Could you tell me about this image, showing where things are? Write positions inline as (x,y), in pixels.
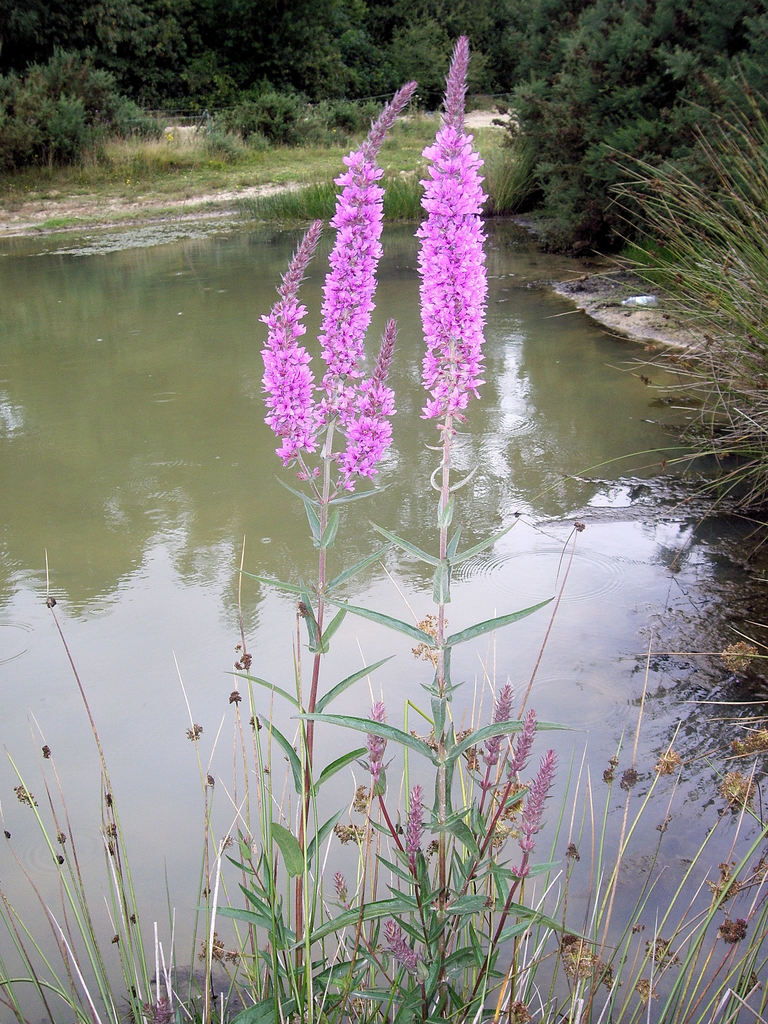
In this image we can see plants (523,742) with flowers (458,320). In the background (72,512) we can see water (323,245), plants (254,102) and trees (635,46).
